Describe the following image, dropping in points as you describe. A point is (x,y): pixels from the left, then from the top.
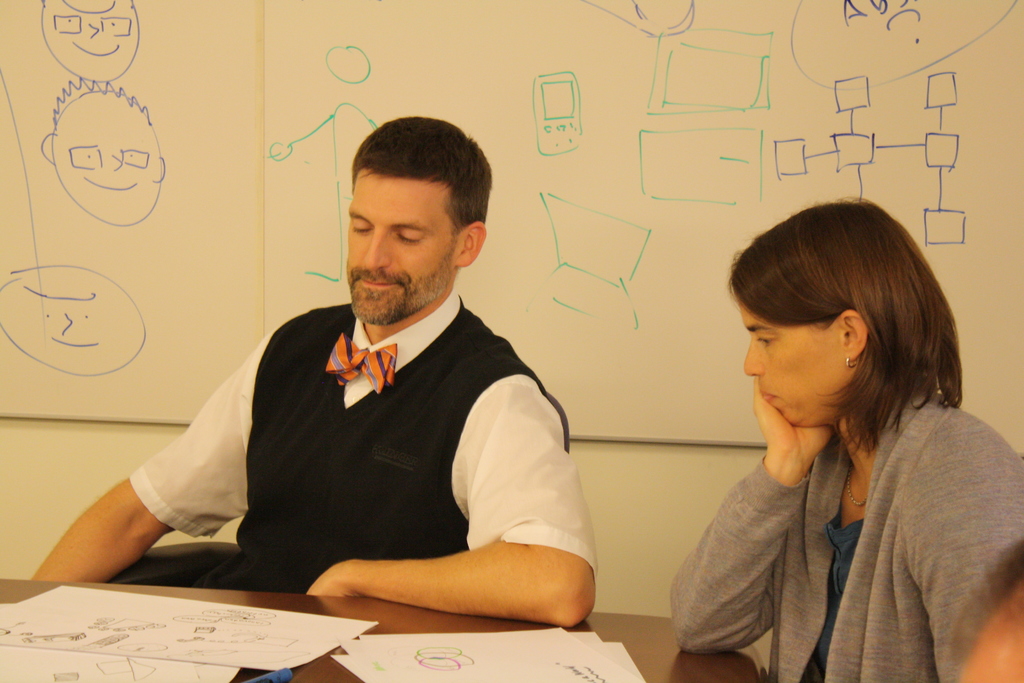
In this image there are people (743,555) sitting on the chairs (144,568). In front of them there is a table (451,615). On top of it there is a pen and papers (292,652). Behind them there is a board (334,5) on the wall (645,523). On the board (585,179) there are drawings (849,103).
